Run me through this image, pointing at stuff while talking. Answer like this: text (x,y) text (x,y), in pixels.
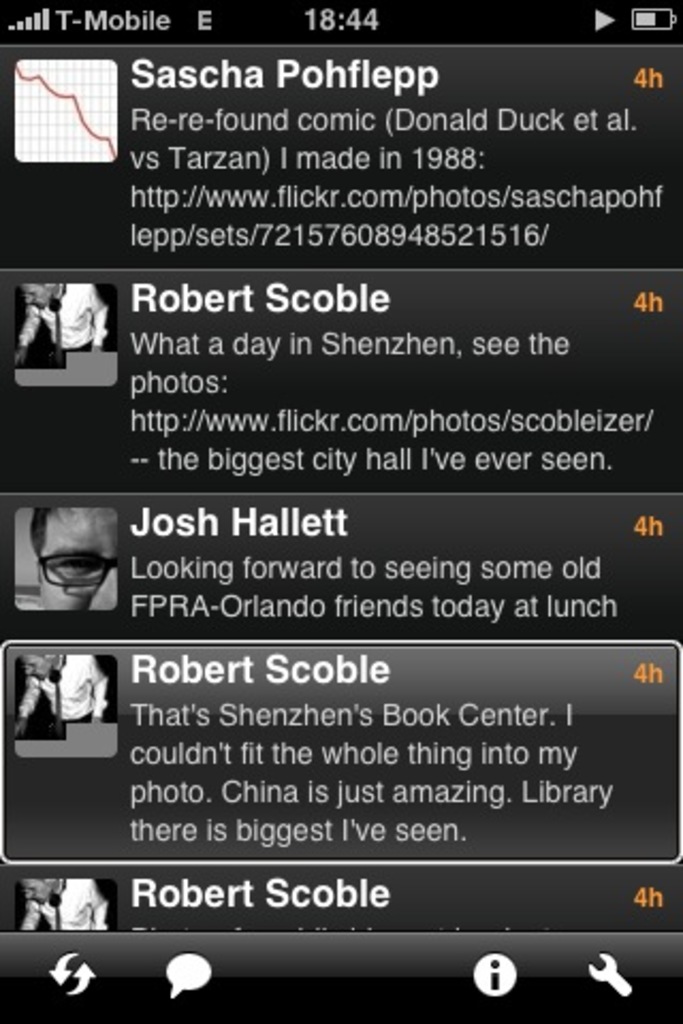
In this picture we can see a screen (222,178) and on this screen (524,343) we can see some people (79,316), symbols (596,973) and some text (386,337).
